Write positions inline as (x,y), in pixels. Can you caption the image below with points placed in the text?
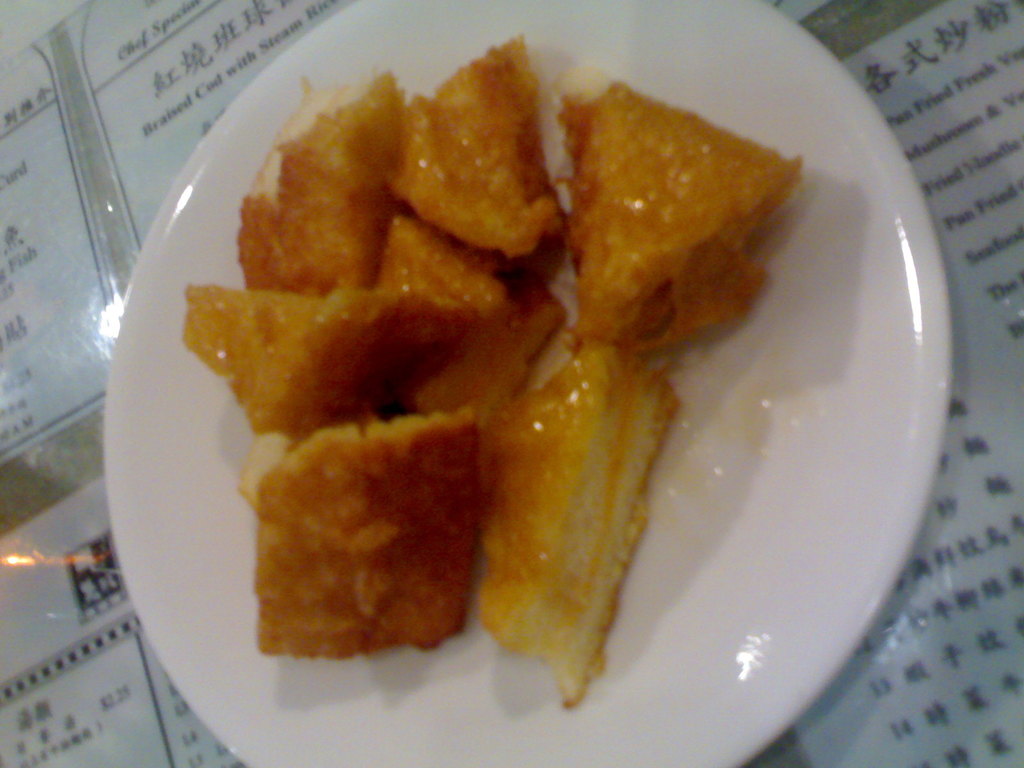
In this image we can see some food item (532,354) on the plate (182,343) and under the plate (689,624) there are few objects (938,135) looks like menu cards (76,247).
